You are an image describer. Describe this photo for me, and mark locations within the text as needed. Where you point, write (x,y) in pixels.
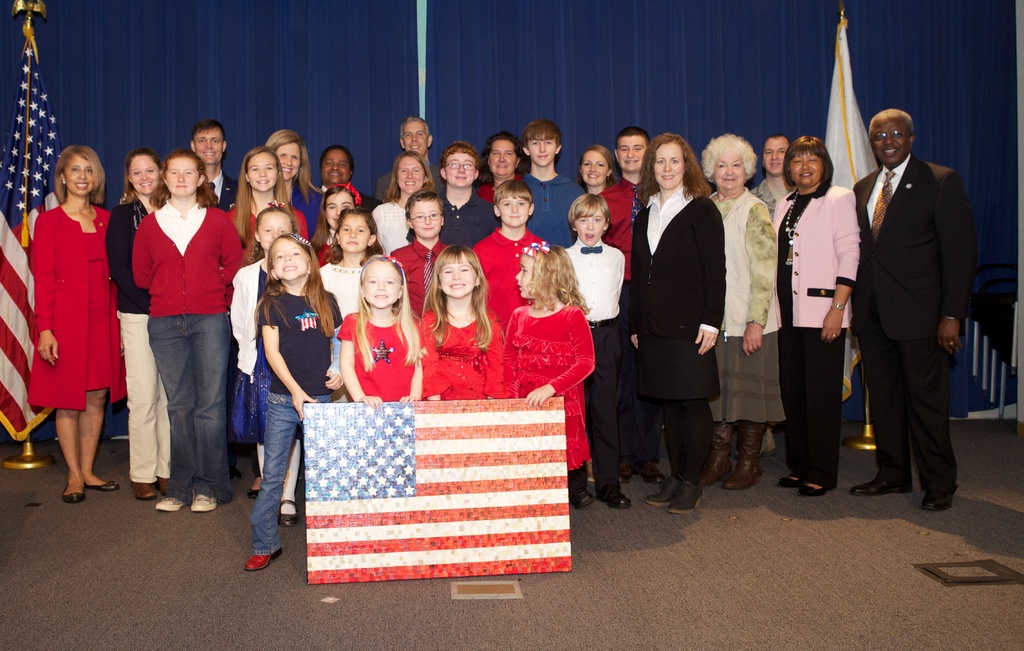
In this picture, there are group of people (464,318) posing for the picture. In the center (481,329), there are four girls (355,339) holding a board (428,500) containing a american flag (468,480). Among them, three are wearing red. On either side of the image, there are flags (41,155). Towards the right (915,295), there is a man (899,442) wearing a blazer (904,290) and a trouser (903,396). Towards the left (88,317), there is a woman (52,339) wearing a red dress (106,312). In the background (353,57), there are curtains (562,74). At the bottom (576,597), there is a mat (655,579).
